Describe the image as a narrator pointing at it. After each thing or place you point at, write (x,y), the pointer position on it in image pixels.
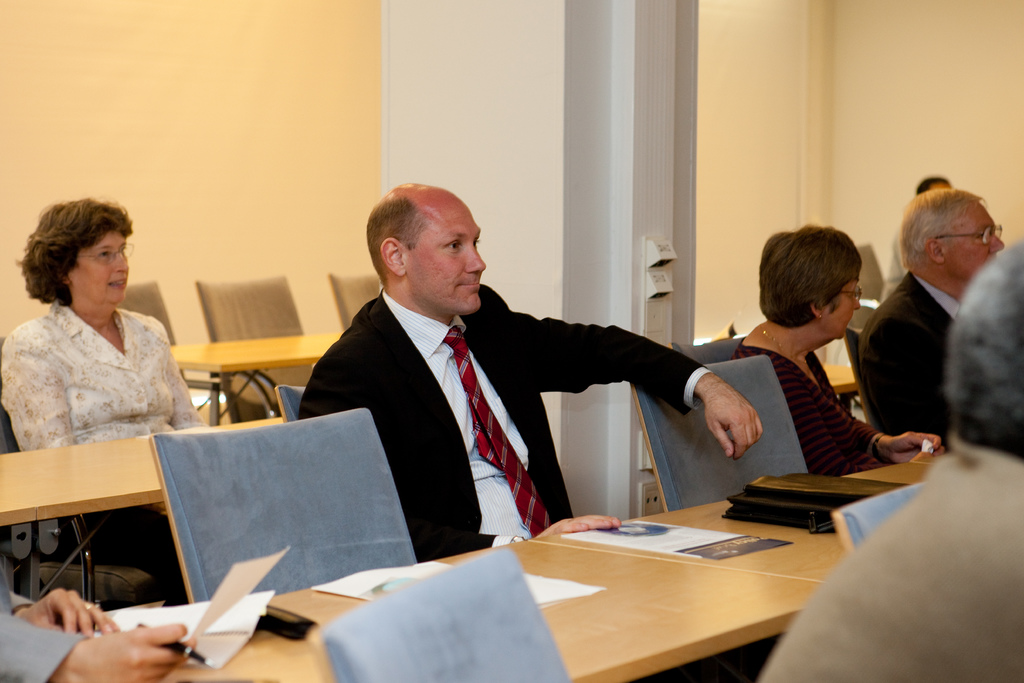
In this Image I can see few people (54,410) are sitting on chairs (110,584). I can also see one of them is wearing formal dress (462,420) and few of them are wearing specs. I can also see few more chairs (402,618), tables (239,350) and on this tables (565,556) I can see few white colour papers (237,615).
